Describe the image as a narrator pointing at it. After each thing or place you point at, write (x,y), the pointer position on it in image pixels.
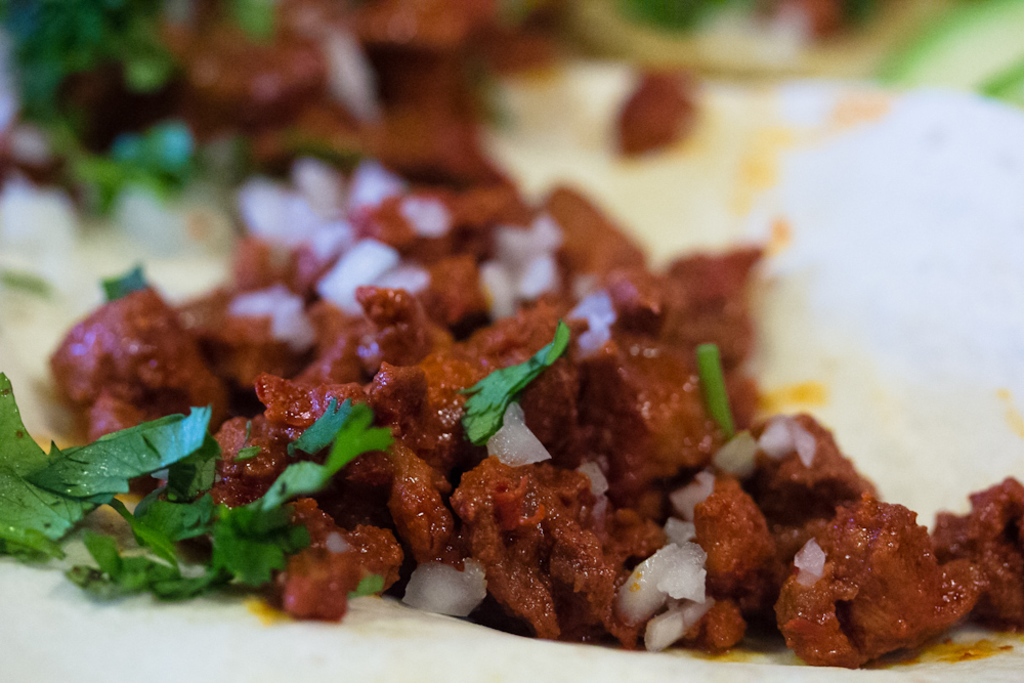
In the picture we can see a food item (569,610) with leaf (10,446) and onion garnish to it and in the background (320,154) also we can see a food item (174,114) which is not clearly visible.
